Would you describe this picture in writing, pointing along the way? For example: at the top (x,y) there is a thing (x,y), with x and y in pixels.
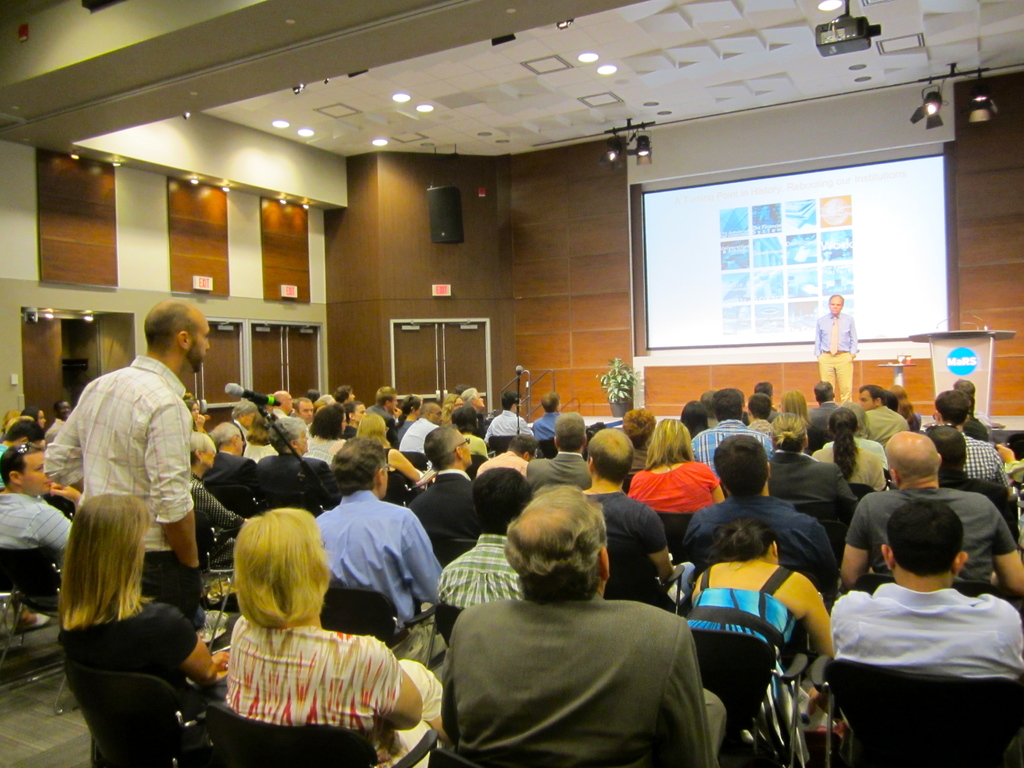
In the center of the image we can see person (832,359) standing on the dais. At the bottom of the image (494,581) we can see many persons (313,529) sitting on the chairs (746,710). In the background (791,326) we can see door (429,360), speaker (460,241), wall (489,282), screen (690,256) and lights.
